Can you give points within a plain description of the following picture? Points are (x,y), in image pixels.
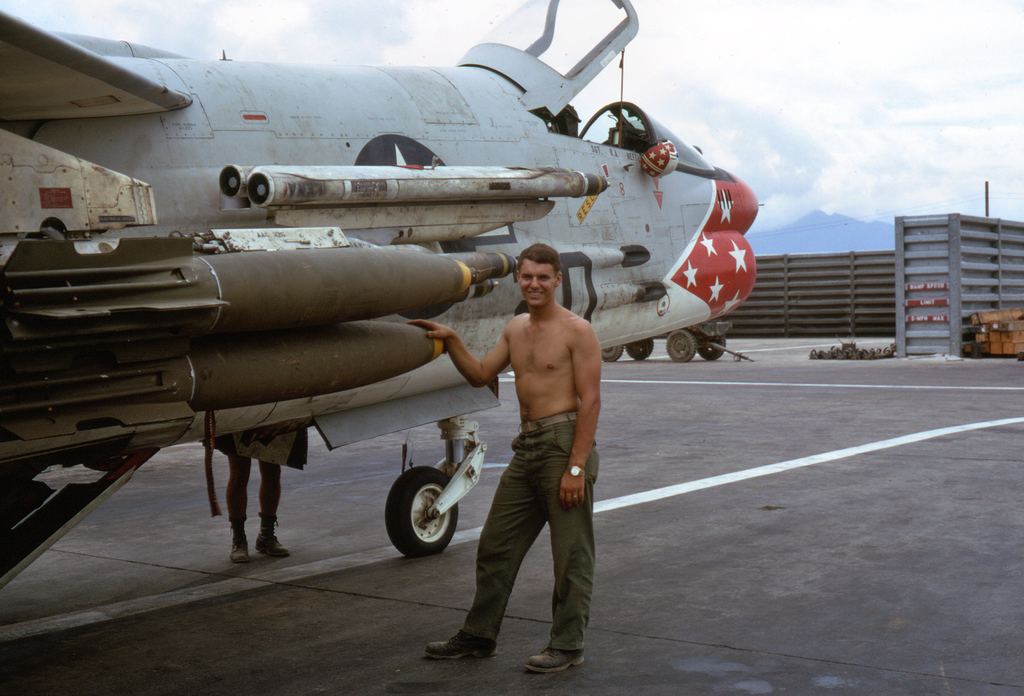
In this picture I can see an jet plane (417,189) and couple of them (270,481) are standing and I can see a vehicle (681,337) and a blue cloudy sky (887,124).
